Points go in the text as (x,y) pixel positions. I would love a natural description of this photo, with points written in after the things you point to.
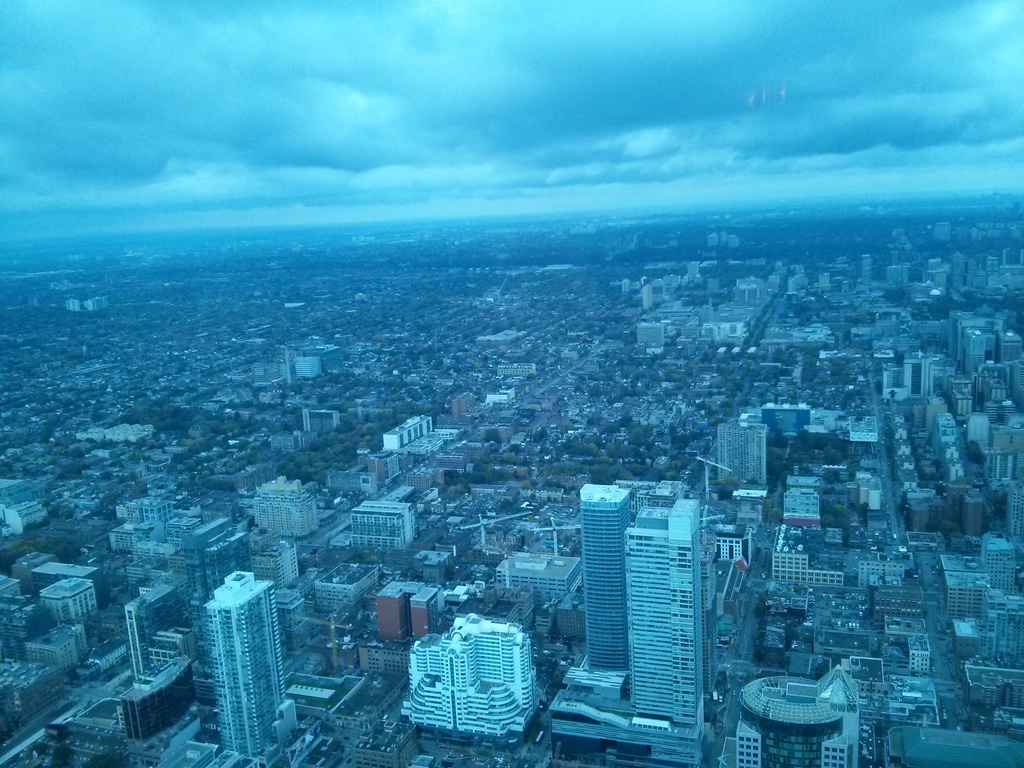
In this image, I can see the view of the city (454,261). These are the skyscrapers (627,549) and the buildings (964,596). I can see the trees (478,468). These are the clouds (397,64) in the sky (681,38).
